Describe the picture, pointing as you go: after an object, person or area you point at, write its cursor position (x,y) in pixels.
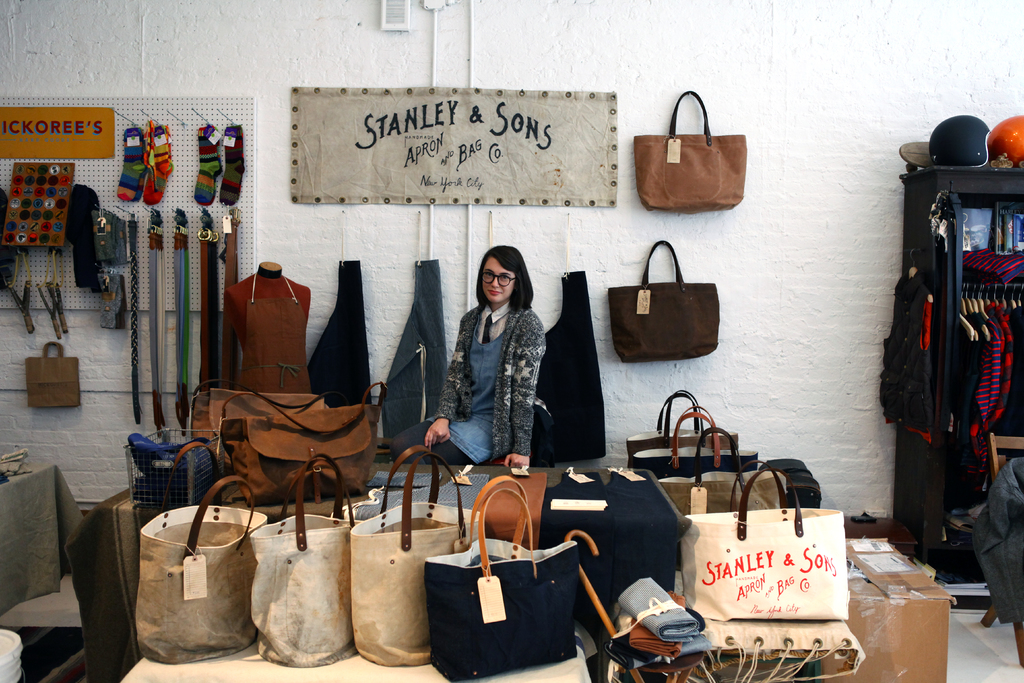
This Image is clicked in a room (664,405). In this room (942,258) there is a cupboard (924,247) in the right side (910,229), on that cupboard (987,171) there are helmets (1018,155), in that cupboard (940,180) there are dresses (1002,350). And in the middle (655,322) there are bags (665,337) it is looking like a store (652,337), in the middle (428,434) a person (516,289) is sitting she is a woman (520,330). In the back side (484,175) there is a shop name (307,96) Stanley and sons apron bags co and on the left side (154,312) there are belts (153,298) socks (234,179) apron (326,362).
